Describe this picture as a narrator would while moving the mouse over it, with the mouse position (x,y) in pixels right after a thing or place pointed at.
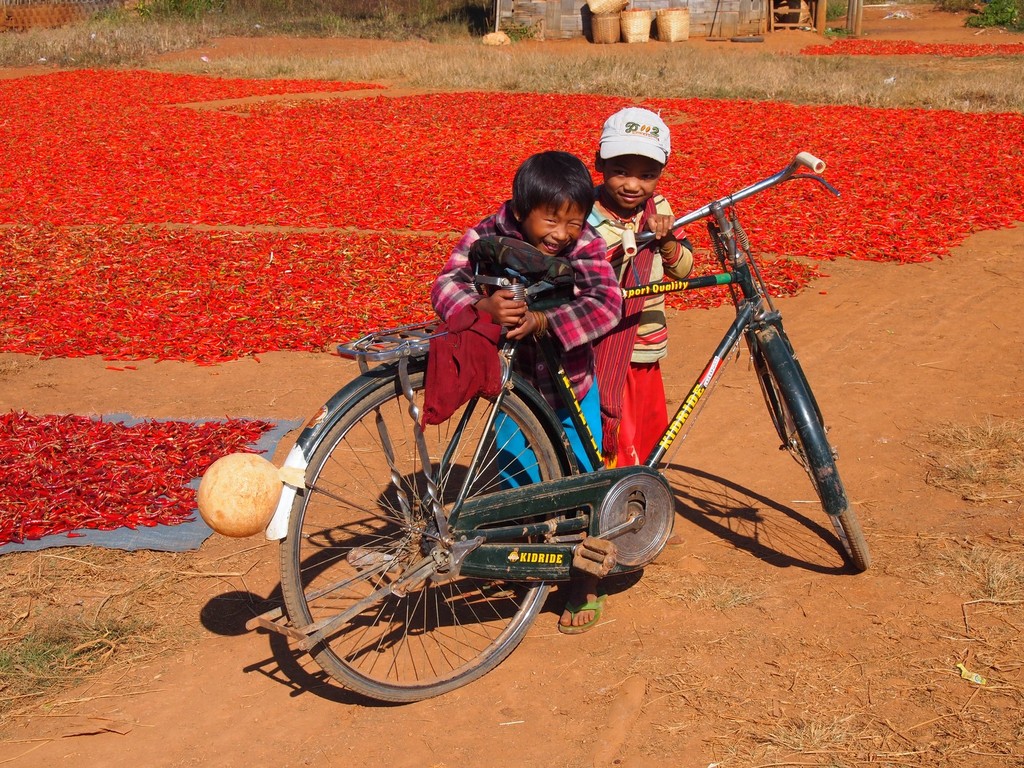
In this picture I can see a cycle (566,389) in front (534,404) and I see 2 children (582,260) near to it and in the background (422,196) I see number of red chillies (263,166) and I see the grass (260,33).
